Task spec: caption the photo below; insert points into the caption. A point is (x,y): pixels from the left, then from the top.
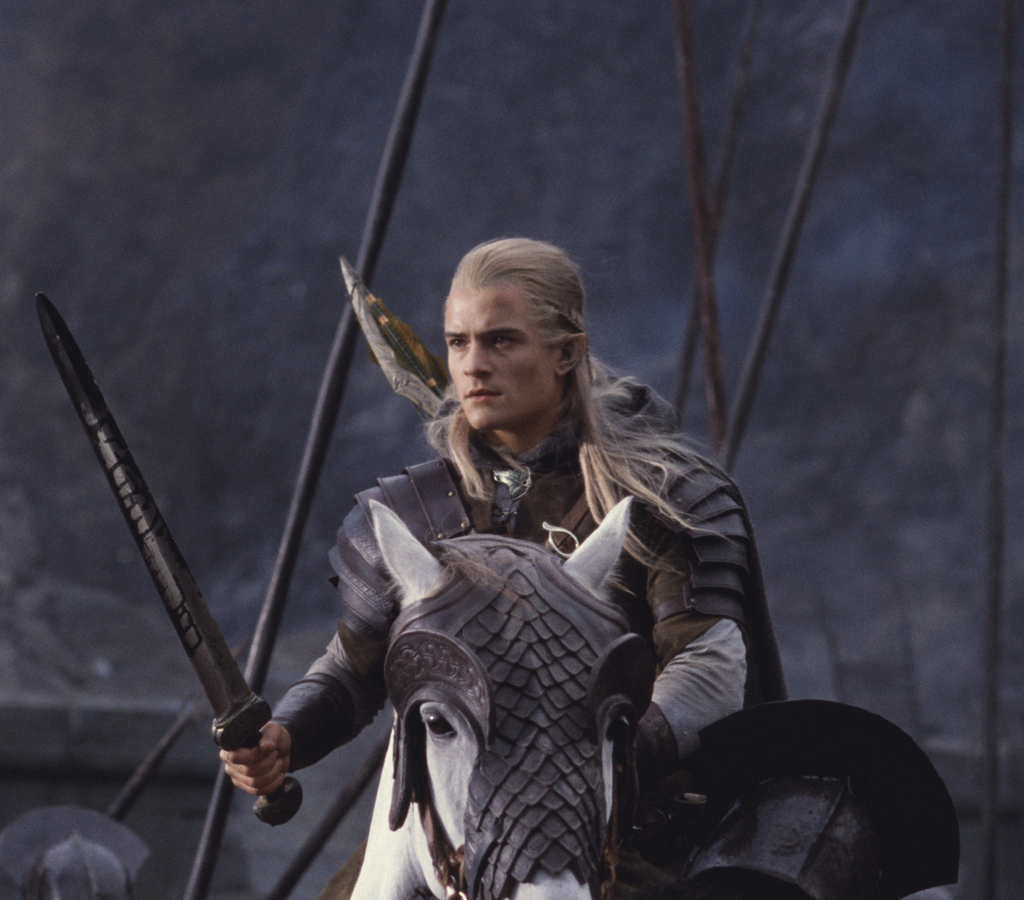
In the image we can see a person (652,566) wearing clothes (586,514) and holding a sword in hand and the person (642,587) is sitting on the horse (581,814). Here we can see spears (712,237) and the background (795,457) is grayish dark.
